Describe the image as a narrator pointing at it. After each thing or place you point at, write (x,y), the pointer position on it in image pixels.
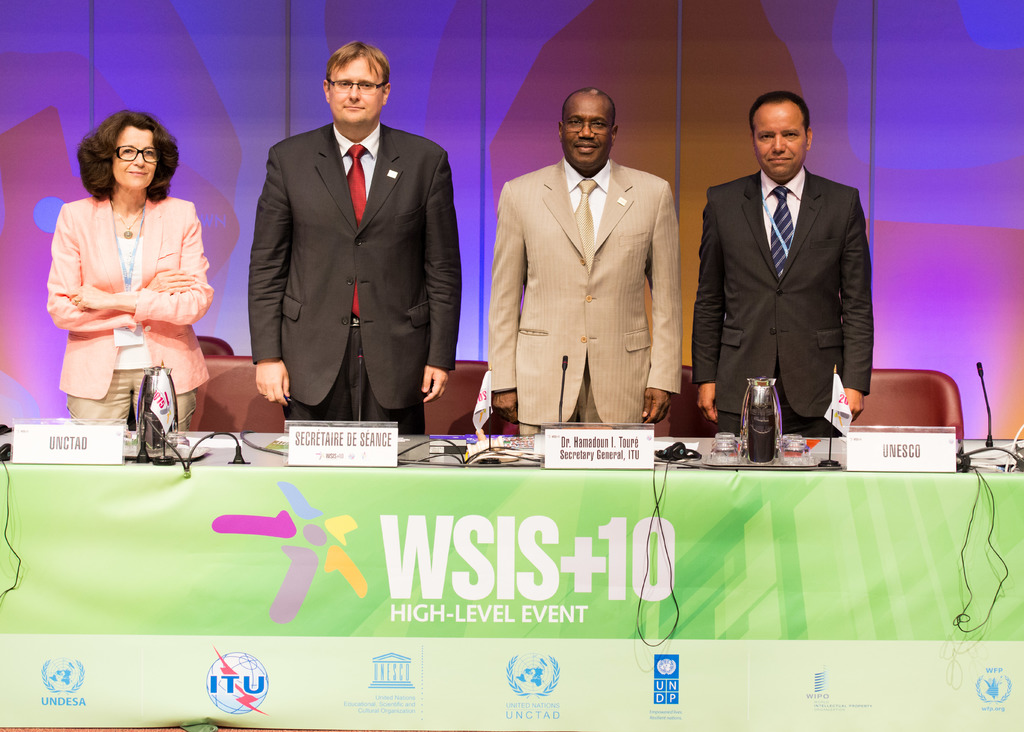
This image is taken indoors. In the background (35,298) there is a wall (456,78). In the middle of the image (471,463) there is a table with a few name boards (58,433) and a few things (168,403) on it. There is a banner (608,722) with a text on it. A woman (138,232) and three men (416,321) are standing and they are with smiling faces (791,156). There are four empty chairs (866,402).
